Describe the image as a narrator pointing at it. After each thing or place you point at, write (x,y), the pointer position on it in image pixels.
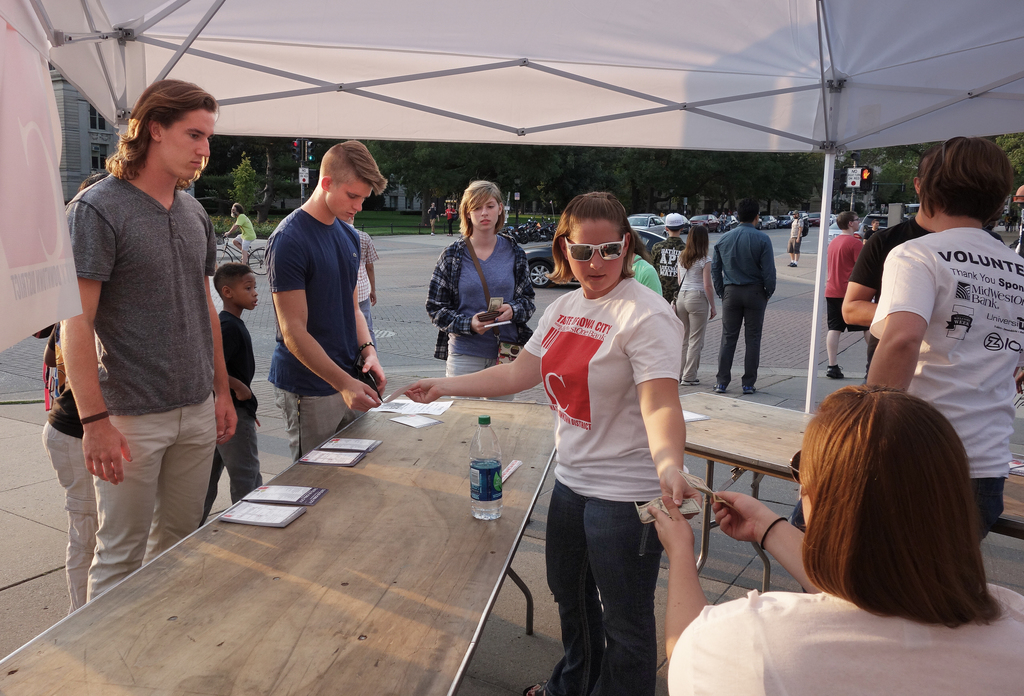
In this image we can see a group of people (757,262) standing on the ground (536,509). One woman (648,427) is wearing a white t shirt (622,336) and goggles (599,256) is holding a currency note (703,487) in her hand (687,494). In the foreground (445,568) we can see a table (450,544) on which a bottle (478,477) and a group of papers (441,405) are placed. In the background (886,222), we can see a group of cars (636,220) parked on the ground (378,277). One person (244,229) is riding a bicycle (248,259), a shed (824,62), traffic lights (311,150), and group of trees (435,159).
